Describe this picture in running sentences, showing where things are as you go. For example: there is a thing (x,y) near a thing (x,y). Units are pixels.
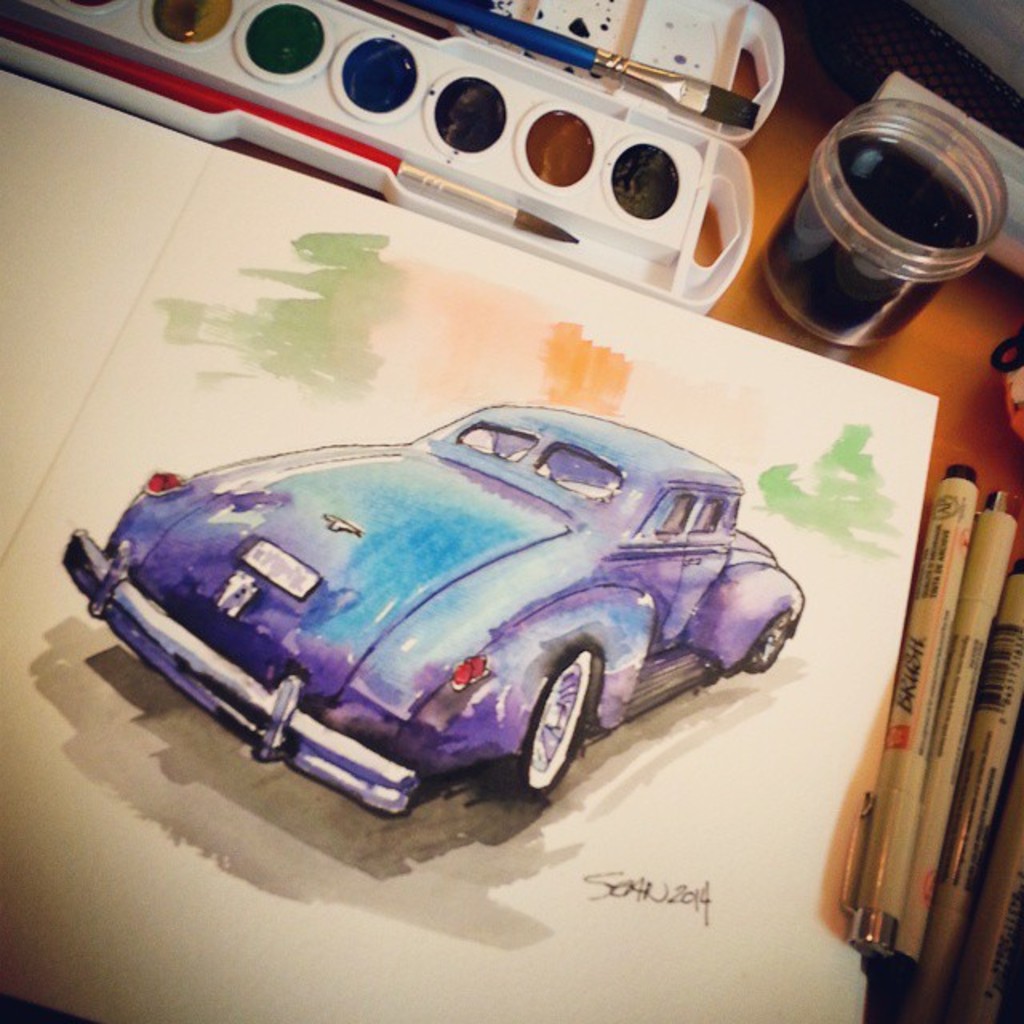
In the foreground of this image (11,453), on a wooden surface (962,321) there are pens (919,714), a paper (544,319), brushes (642,78), colors (545,153), a container (864,218) and few more objects (1006,108).
